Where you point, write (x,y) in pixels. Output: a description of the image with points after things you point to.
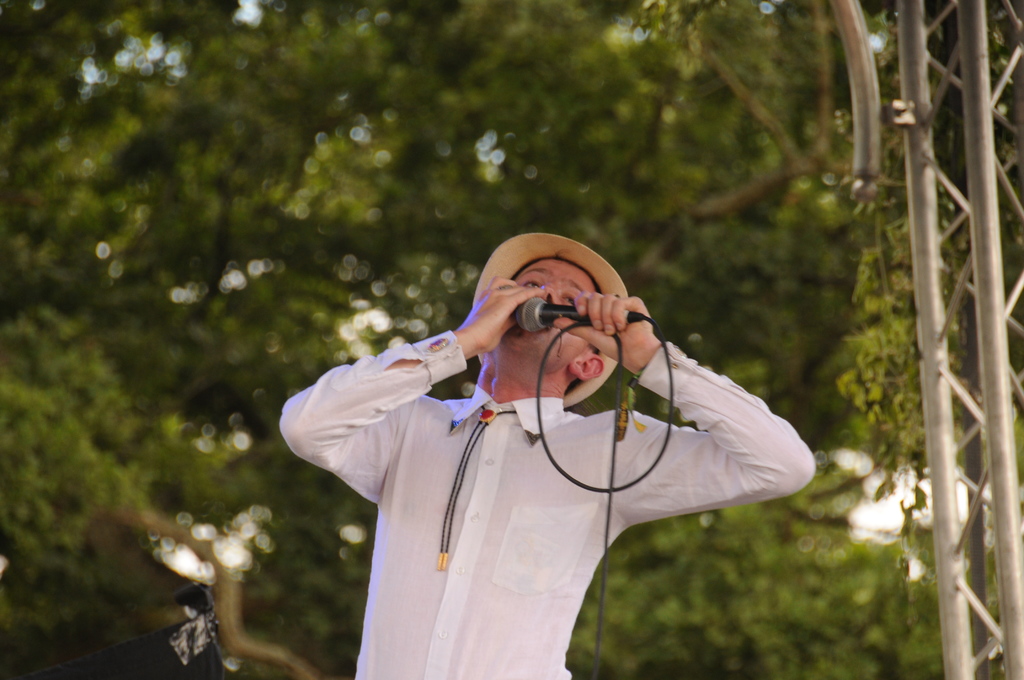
In the image we can see a person (510,529) wearing clothes (518,512), hat (551,255) and the person (539,278) is holding a microphone (547,316) in the hands (500,310). This is a cable wire (615,452) and the background (98,265) is blurred.
